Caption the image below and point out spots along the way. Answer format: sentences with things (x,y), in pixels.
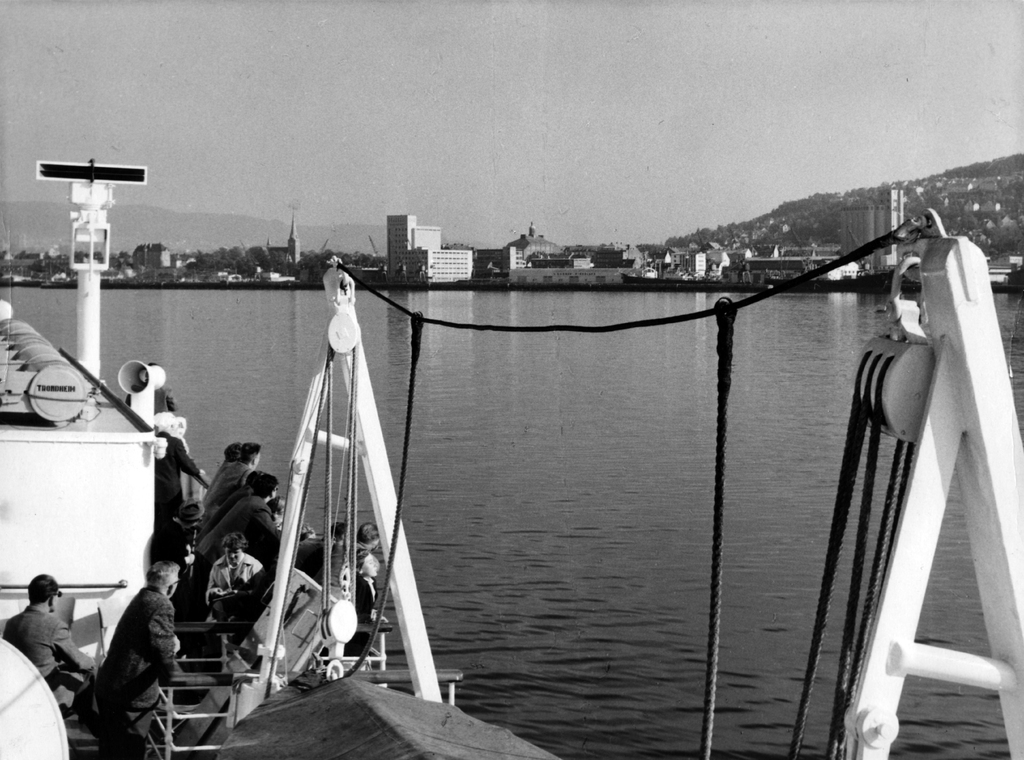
In this picture we can see group of people (204,558) in the boat (146,480), and the boat (133,568) is on the water (551,509), in the background (456,260) we can find few buildings (470,250), vehicles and trees (322,261), and it is a black and white photography.
